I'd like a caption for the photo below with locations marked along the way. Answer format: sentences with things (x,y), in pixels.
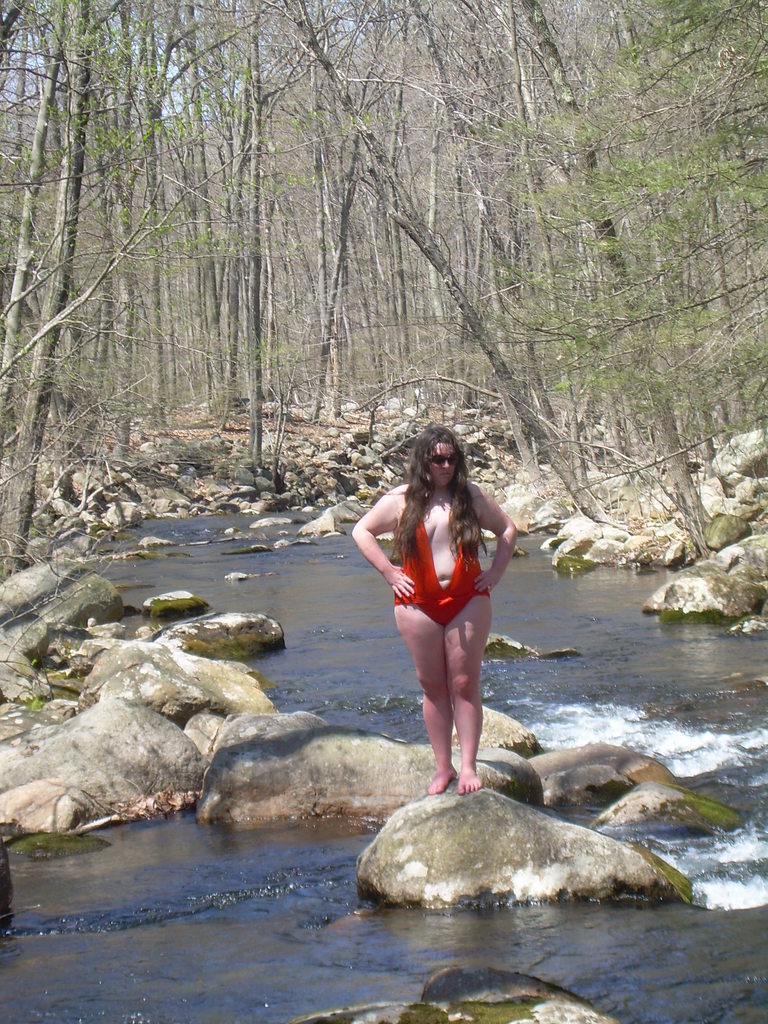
In this picture there is a woman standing on a rock (427,845) and we can see water (114,548), rocks (203,815) and trees (222,189). In the background of the image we can see the sky (157,69).
